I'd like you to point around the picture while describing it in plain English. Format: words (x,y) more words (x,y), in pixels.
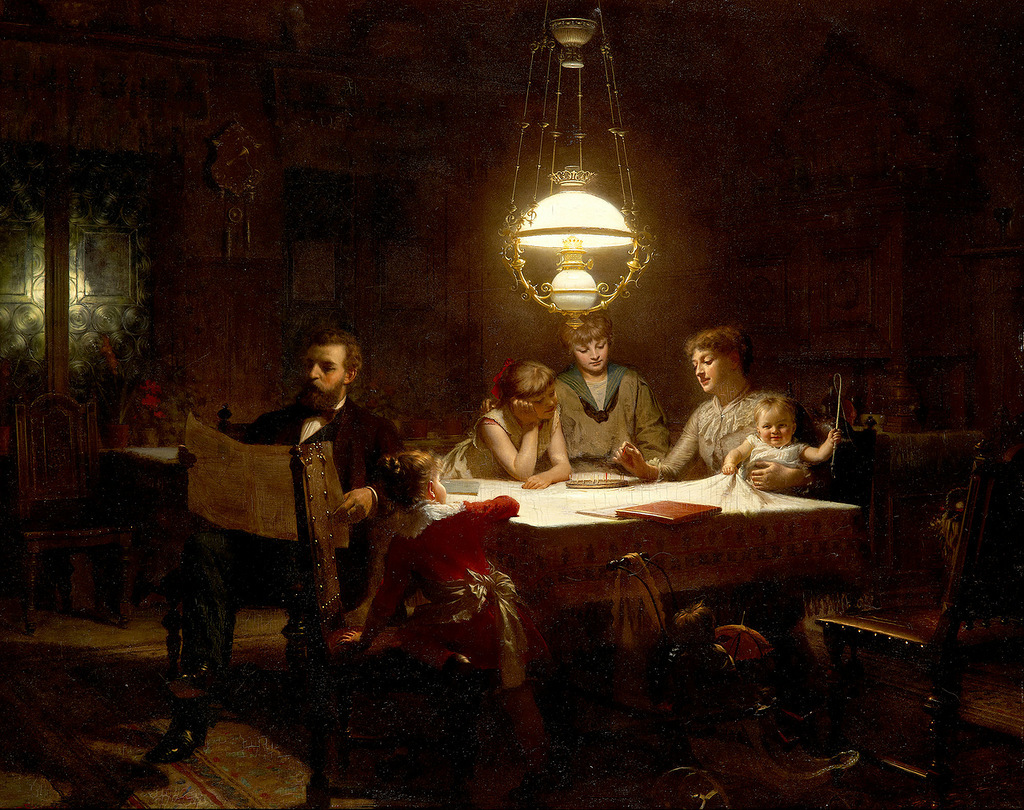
This image is a painting where it has a light (581,152) on the top (571,256) and table (585,593) in the middle (613,509), chairs (17,423) are placed around the table (605,504). People (400,489) are sitting on the chair (329,536) around the table (558,559). There is a window (99,358) on the left side (123,330). On the table (602,525) there is book (670,512), paper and cloth (759,504). A man (349,520) who is sitting on the left side (287,484) is holding paper (201,503).
